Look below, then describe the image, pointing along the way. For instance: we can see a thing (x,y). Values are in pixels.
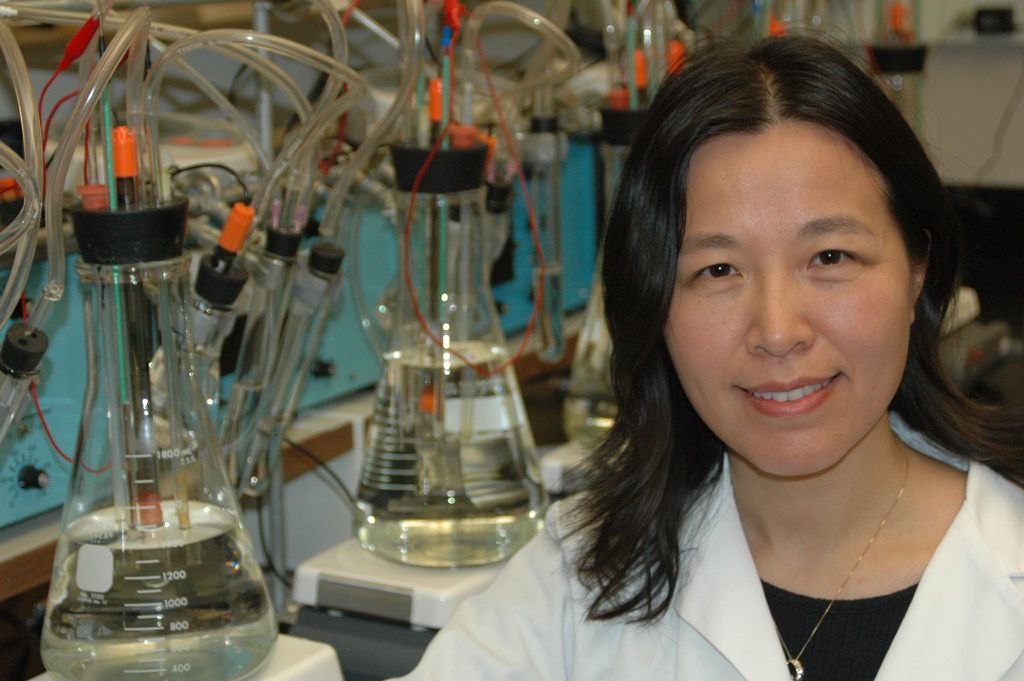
As we can see in the image on the right side (796,350) there is a woman (847,373) wearing white color jacket (727,634) and there are glass flasks (188,441) and pipes (317,110).
